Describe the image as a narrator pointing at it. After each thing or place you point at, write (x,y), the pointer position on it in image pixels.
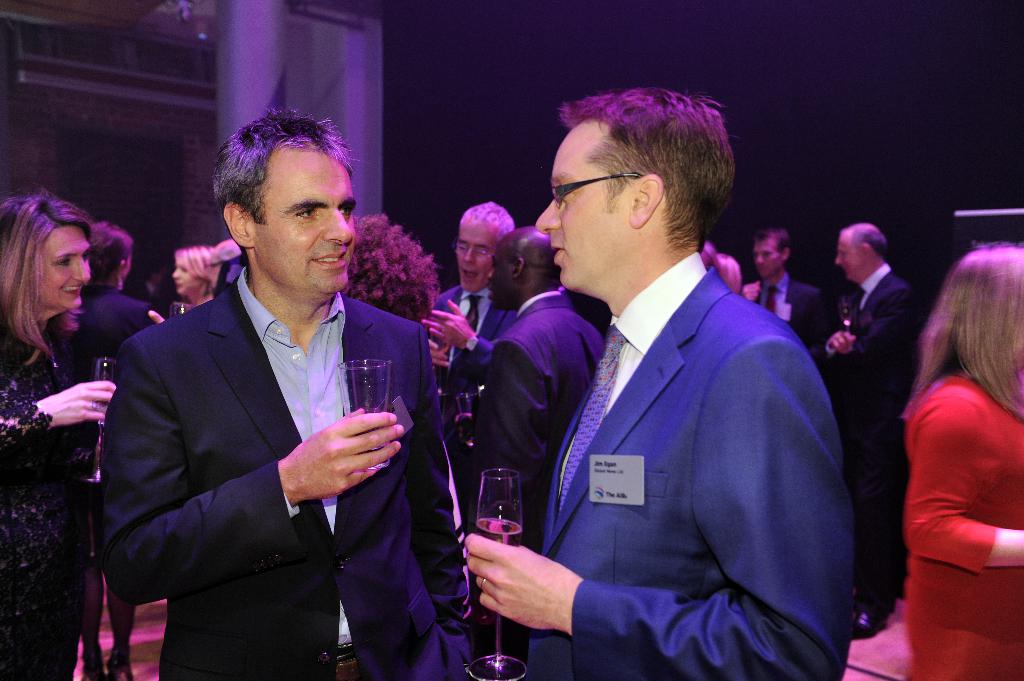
In this picture I can see few people (613,461) are standing and few of them holding glasses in their hands (76,411).
